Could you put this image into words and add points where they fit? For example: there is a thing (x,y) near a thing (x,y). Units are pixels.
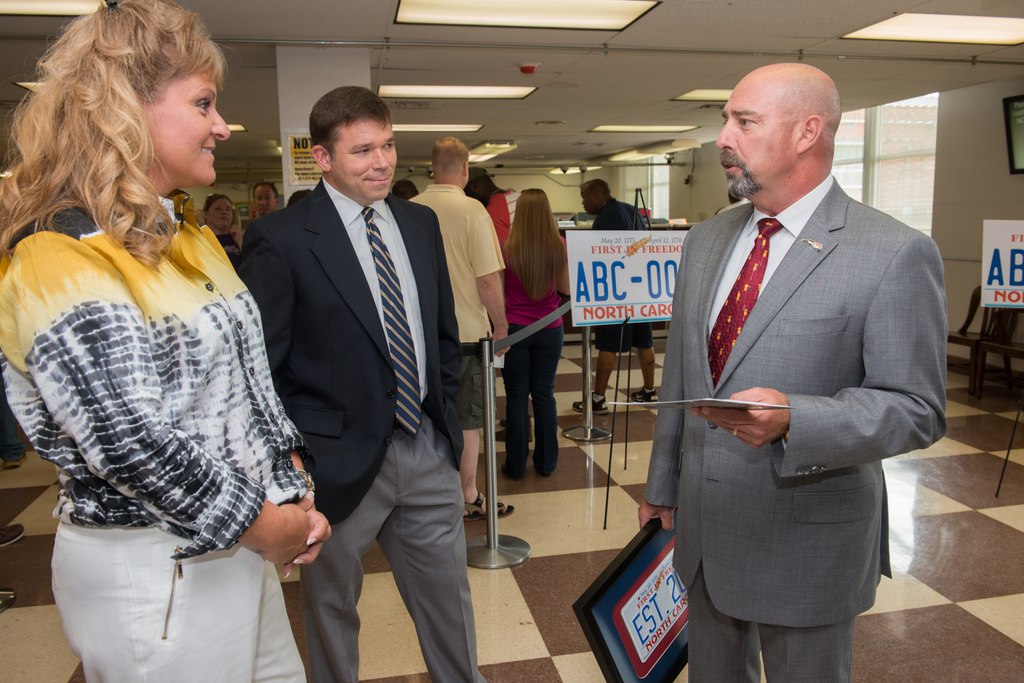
In this picture we can see group of people (419,347), in the background (608,289) we can find few boards (601,299), metal rods (495,475) and lights (496,86), on the right side of the image (1008,101) we can see a frame (1023,108) on the wall (946,176).
